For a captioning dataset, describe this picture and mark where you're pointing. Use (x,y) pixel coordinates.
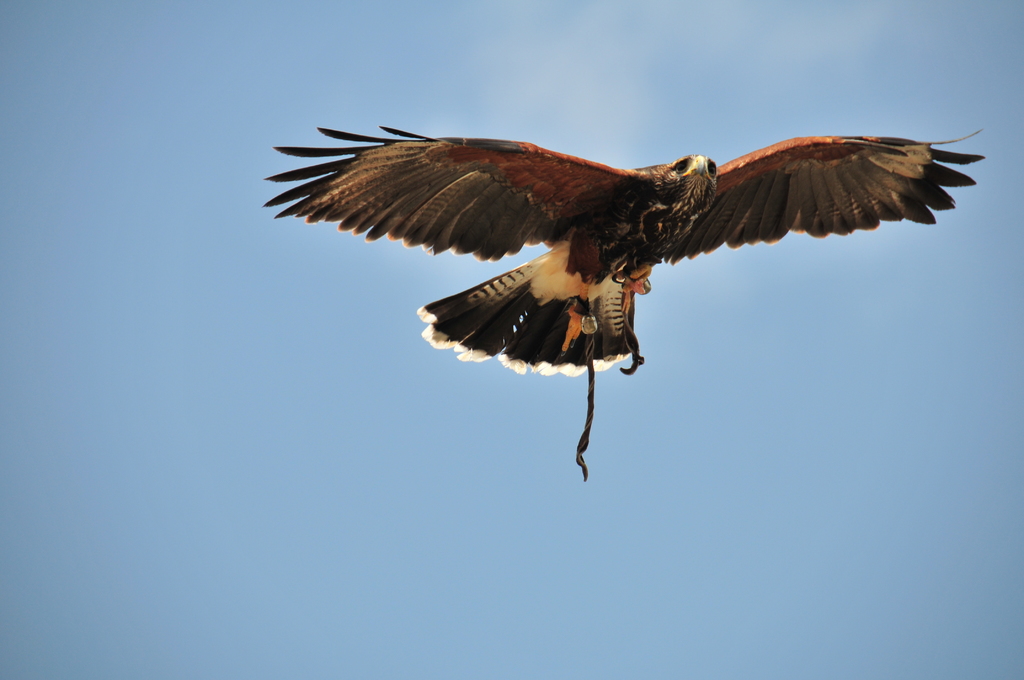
In the foreground of this picture (560,278), there is an eagle (575,273) in the air (633,29). In the background (633,29), we can see the sky (496,76).
